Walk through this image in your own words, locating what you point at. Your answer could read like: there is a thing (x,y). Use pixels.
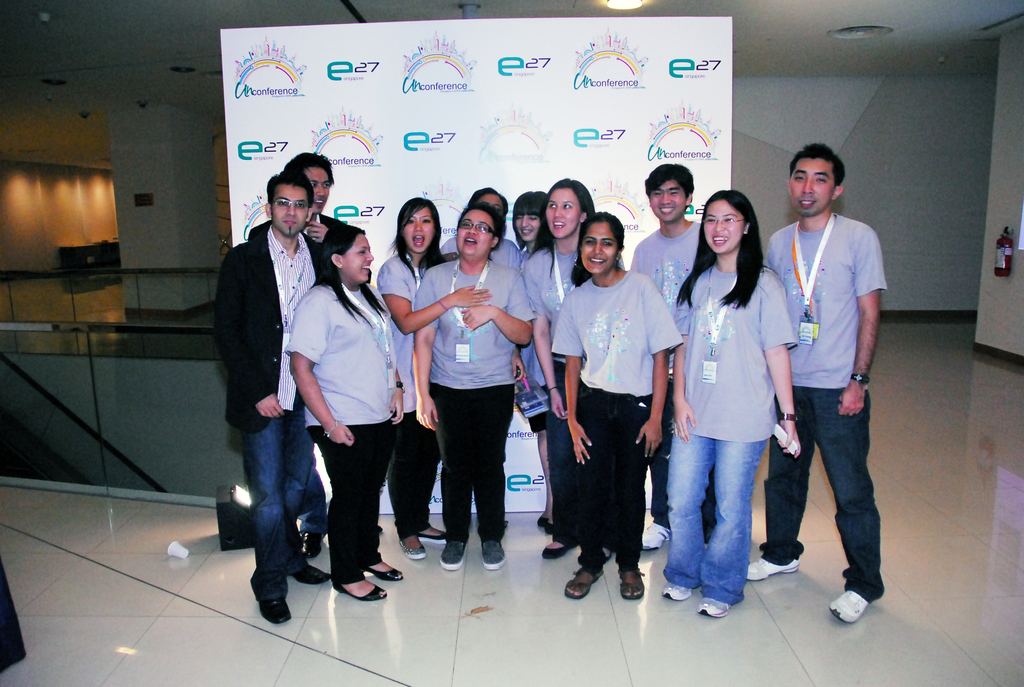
In this image there is a group of people (523,261) standing with a smile on their face (608,239), behind them there is a banner (436,205), in the background of the image (891,148) there are walls (898,162), on the wall (1014,217) there is a fire extinguisher (1002,238), beside the banner (332,188) there is a glass fence (128,361), beside the pillar (180,223) there are some objects (89,250), behind the objects (72,264) there are curtains (69,216) on the wall (64,184), at the top of the image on the ceiling (154,58) there are lamps (175,70).
